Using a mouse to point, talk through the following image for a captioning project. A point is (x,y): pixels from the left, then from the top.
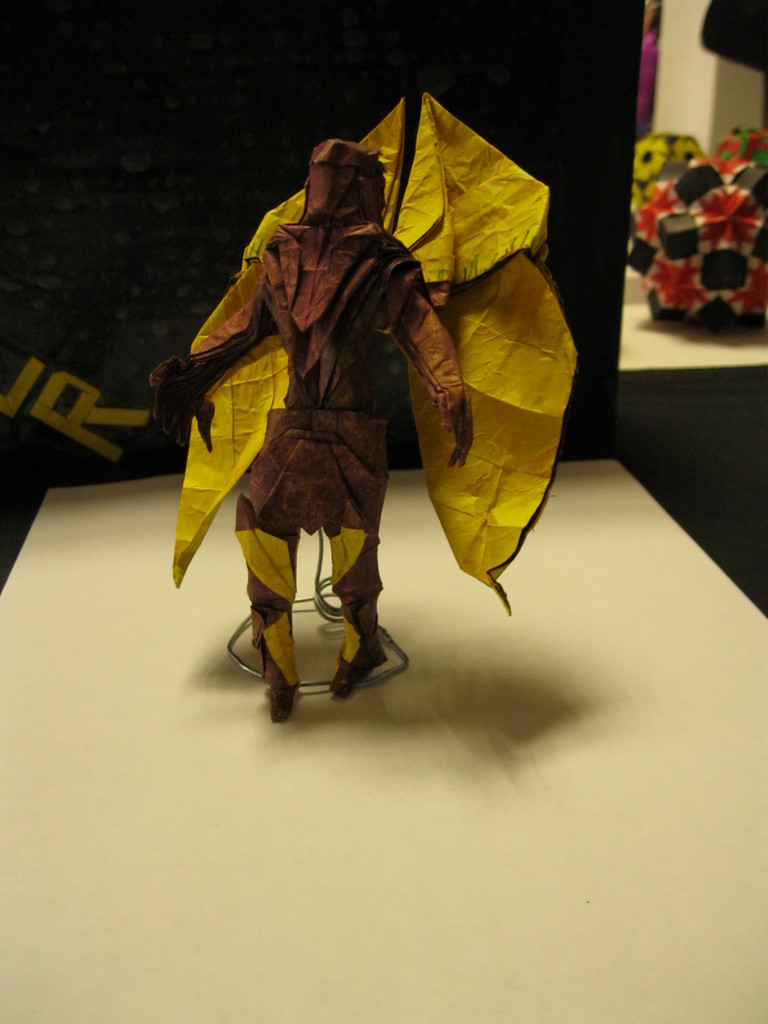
In this picture we can see a mascot (337,415) on the table (174,636). In the background of the image (570,297) we can see wall (567,54) and objects (722,160).
